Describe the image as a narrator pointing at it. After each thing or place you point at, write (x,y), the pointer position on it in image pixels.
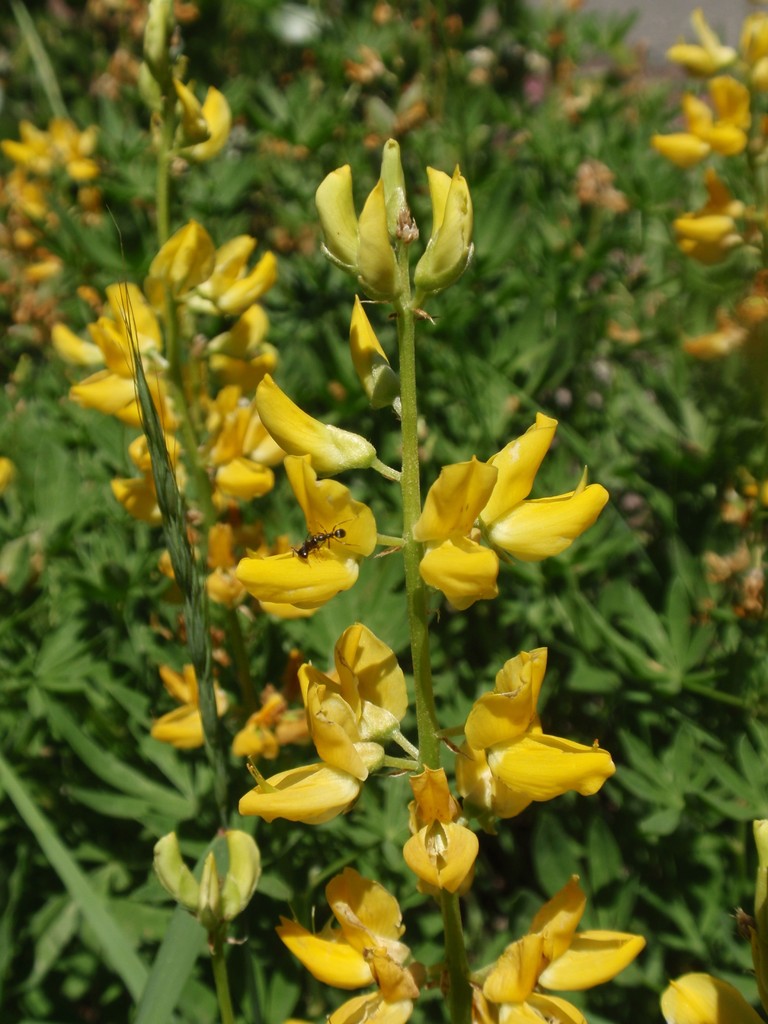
In this image I can see there are yellow color flowers (538,740) and buds (368,346) to these plants (418,583). In the middle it looks like an ant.
